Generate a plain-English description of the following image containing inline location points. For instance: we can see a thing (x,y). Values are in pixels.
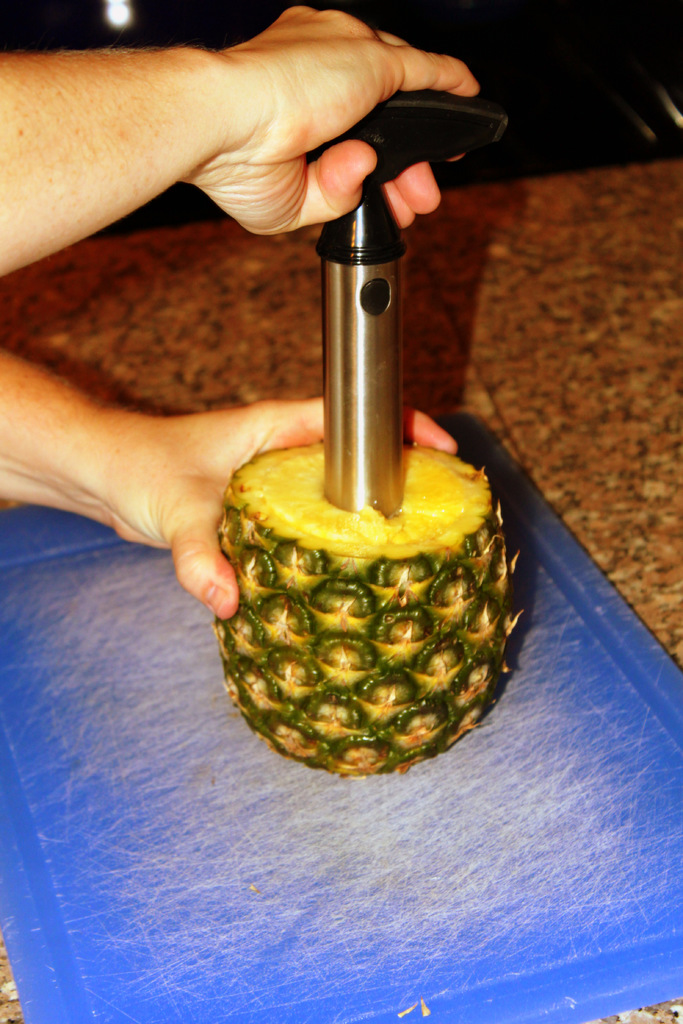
In the image we can see the human hands (183,90) holding an object (351,219) in one hand (351,160) and on the other hand (226,459) there is a pineapple (344,531). Here we can see the chopping board (454,878) on the marble surface (569,393).
